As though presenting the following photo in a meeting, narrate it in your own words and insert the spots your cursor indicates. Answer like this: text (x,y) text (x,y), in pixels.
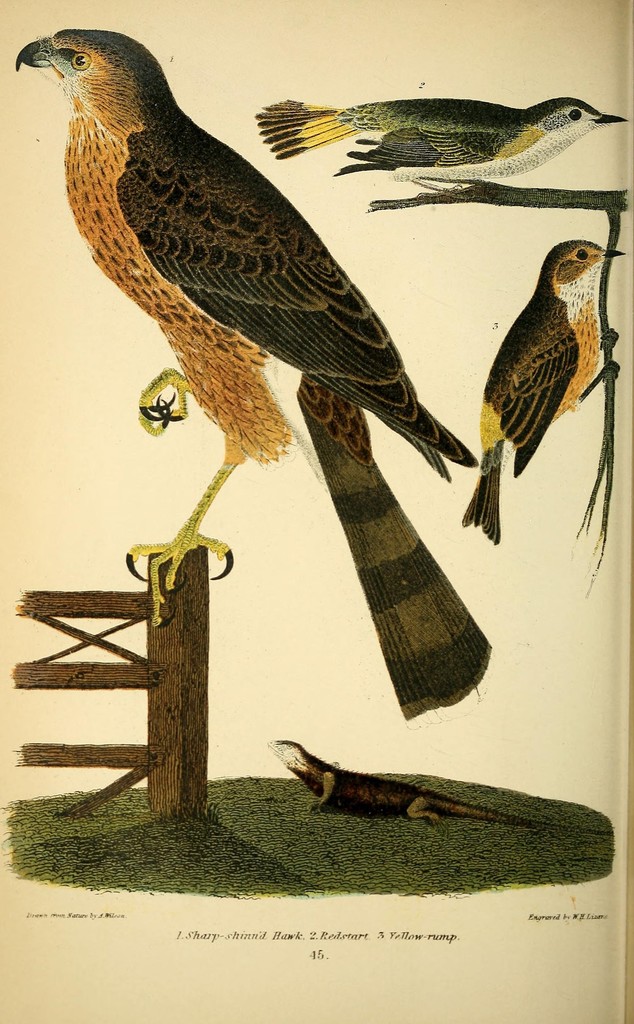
In this image we can see a picture (292,656) of some birds (376,583) standing on the branches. we can also see a reptile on the grass (290,840).
